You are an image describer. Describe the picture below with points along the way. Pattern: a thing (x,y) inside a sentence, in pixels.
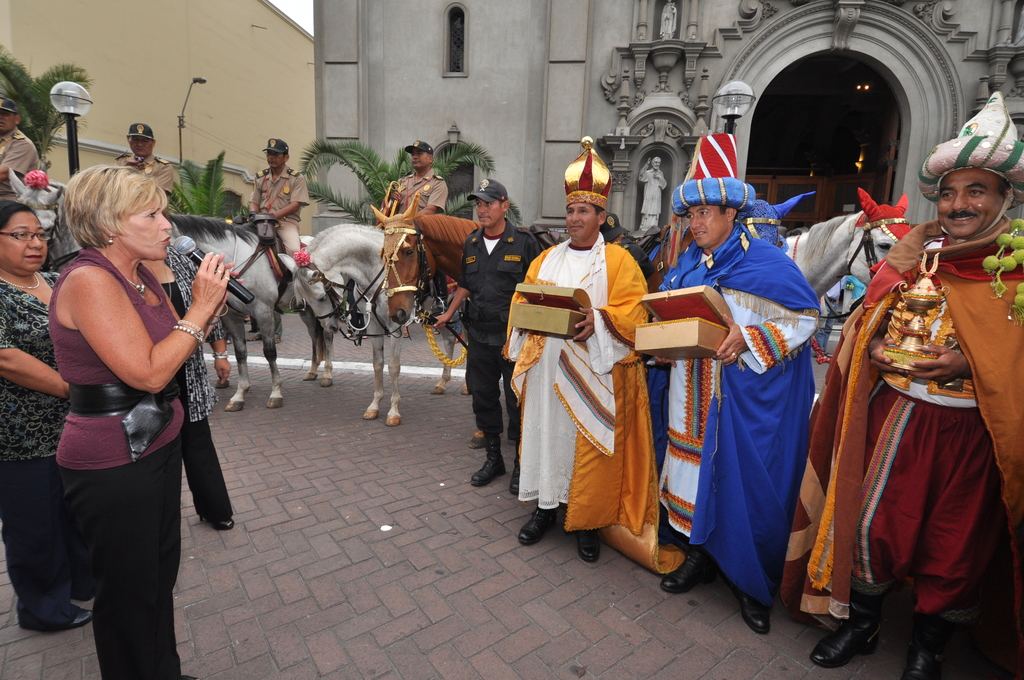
In this picture there is a woman (154,276) standing and holding a mic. There are four persons (1,176) sitting on a horse (441,248). There are two people (734,324) holding boxes (703,295) in their hands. There is a person (478,287) standing. There is a streetlight (743,106) and church (658,137) at the background (705,92).
